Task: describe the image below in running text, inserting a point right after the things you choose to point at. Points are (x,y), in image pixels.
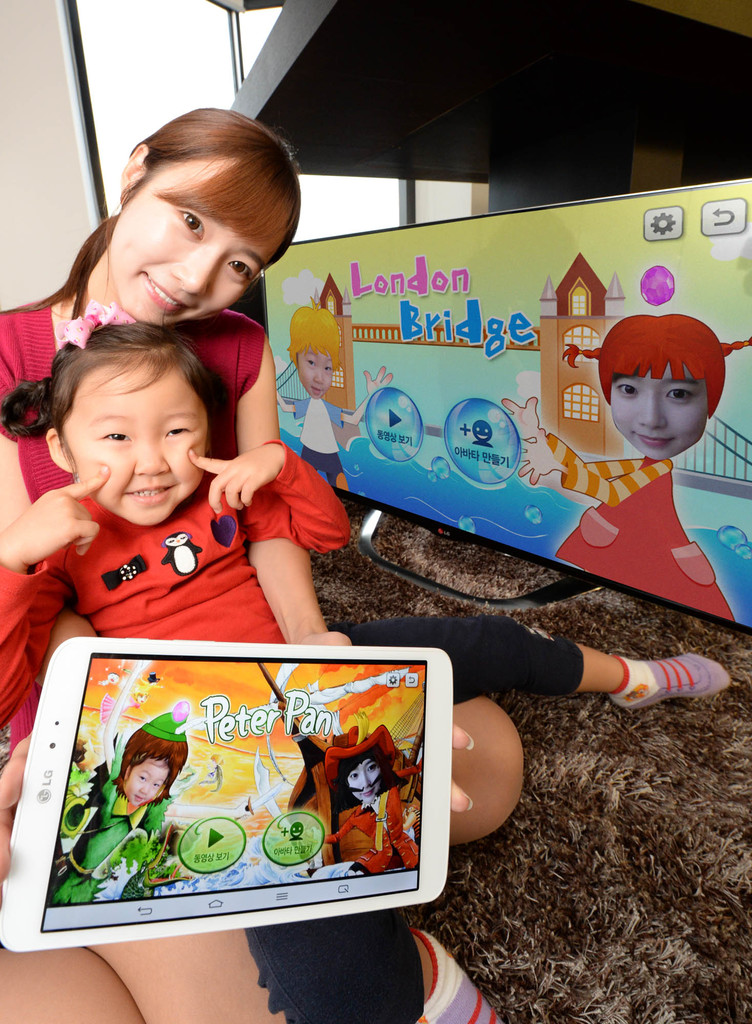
In this image we can see a lady (202,126) holding a tab (82,712) in her hand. There is a girl (178,611). To the right side of the image (635,576) there is a TV (607,398). At the bottom of the image (597,899) there is carpet (605,903). In the background of the image (99,53) there is window (129,93).
